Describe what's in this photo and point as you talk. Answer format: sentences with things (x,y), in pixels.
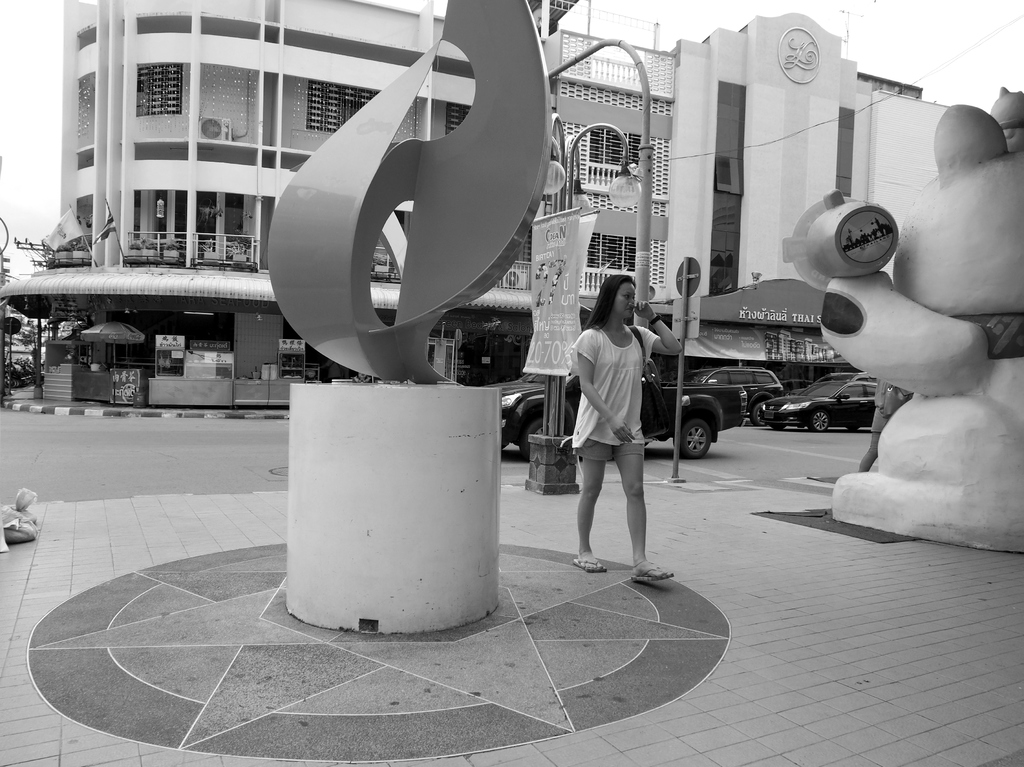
This is a black and white picture. At the bottom (623,657), we see the pavement (533,618). We see a woman (592,490) in the white T-shirt (637,400) is walking. Beside her, we see something which looks like the logo (402,320) of the company. On the right side (933,283), we see a teddy like structure (862,302). Beside that, we see the vehicles (692,385) are moving on the road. In the background (163,272), we see the buildings (702,132) and poles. At the top (31,122), we see the sky (50,118).
